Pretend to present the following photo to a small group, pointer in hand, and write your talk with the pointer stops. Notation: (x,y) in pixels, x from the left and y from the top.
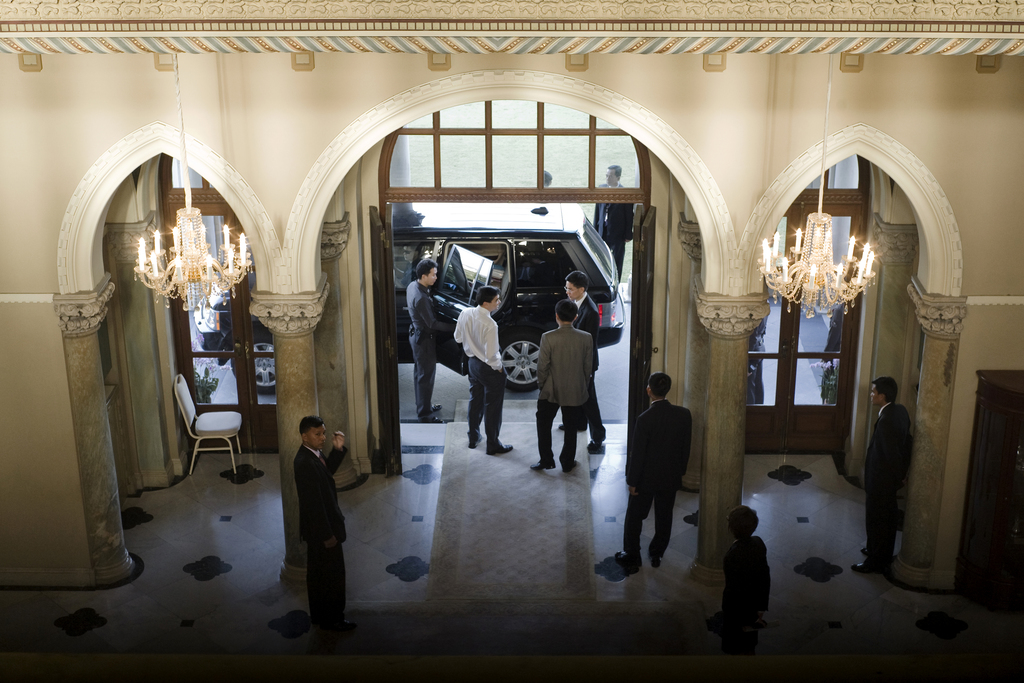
This image is taken inside a building (371,572). In the center of the image (420,326) there are persons (597,334) standing. There is a car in the image. There is a chair (199,426).
